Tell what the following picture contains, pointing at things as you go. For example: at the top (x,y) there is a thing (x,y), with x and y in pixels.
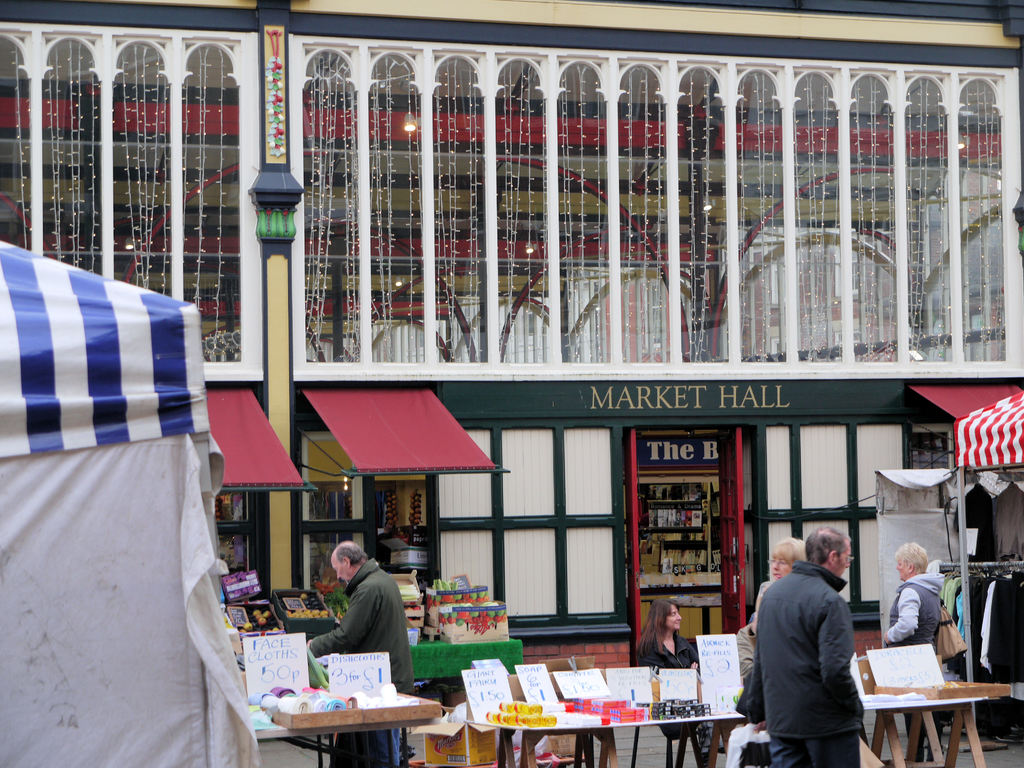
In this image we see people (369,613) standing and there are tables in front of them and behind them there is market hall (652,400).
